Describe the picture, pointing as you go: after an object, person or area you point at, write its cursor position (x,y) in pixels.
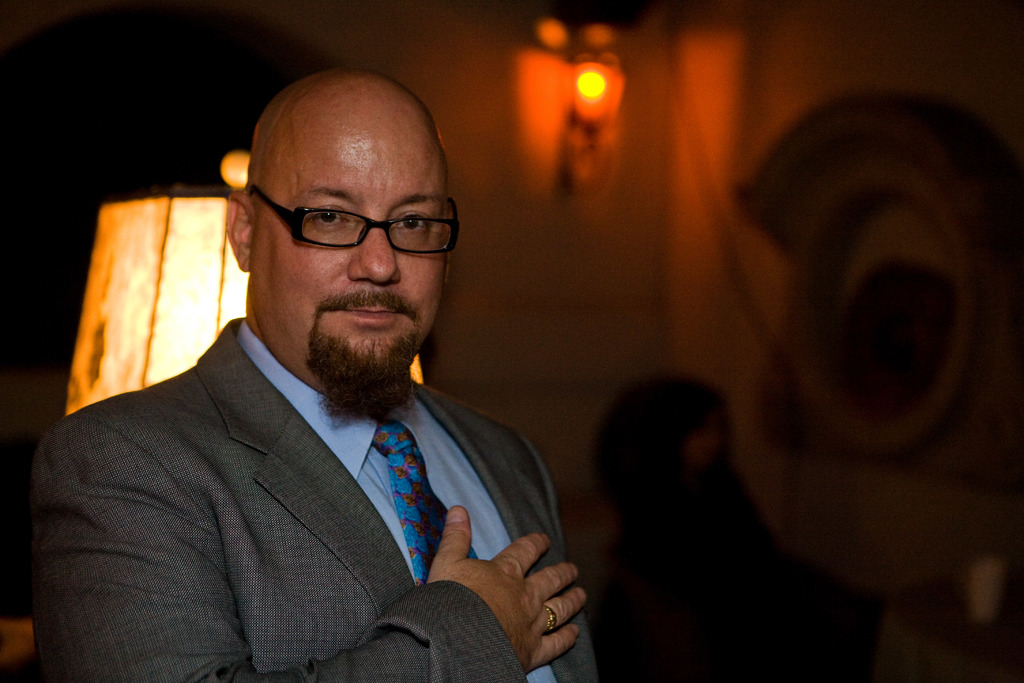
On the left side (270,330) we can see a man (385,340) and in the background (141,335) the image is blur but we can see a lamp (150,356), lights (598,134) on the wall (446,124) and other objects (826,223) and we can see a person (746,565) and a cup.
